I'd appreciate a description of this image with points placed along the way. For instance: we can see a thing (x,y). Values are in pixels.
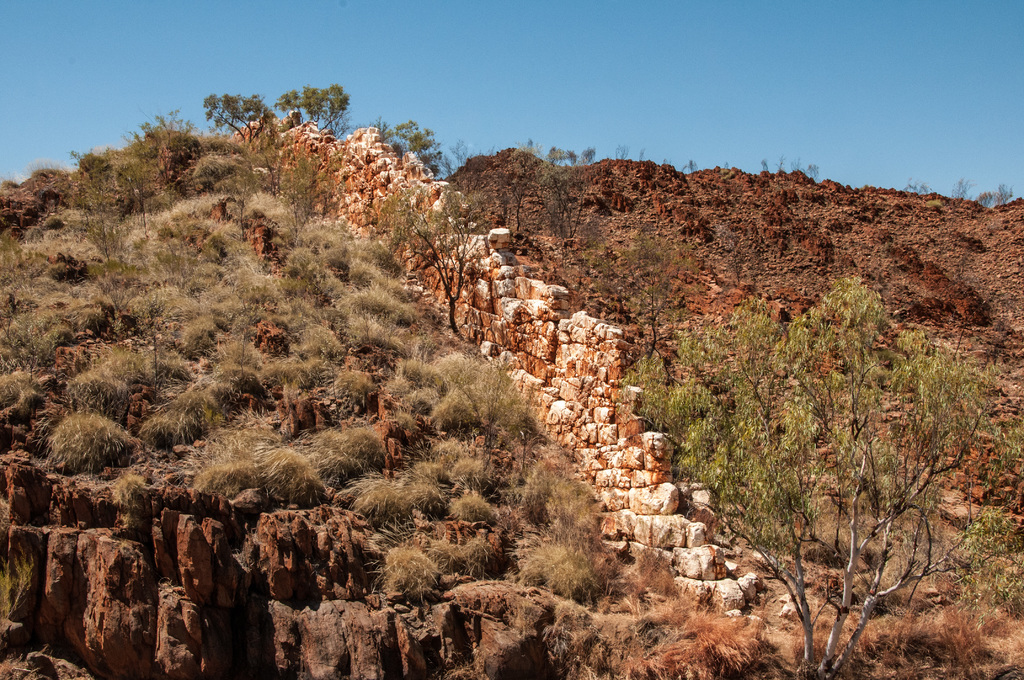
In front of the picture, we see a tree (878,583). In the middle of the picture (494,308), we see rocks (624,477). Beside that, we see the grass (353,446) and the rocks (295,410). There are trees (300,173) in the background (303,191). At the top (683,104), we see the sky (578,75), which is blue in color.
